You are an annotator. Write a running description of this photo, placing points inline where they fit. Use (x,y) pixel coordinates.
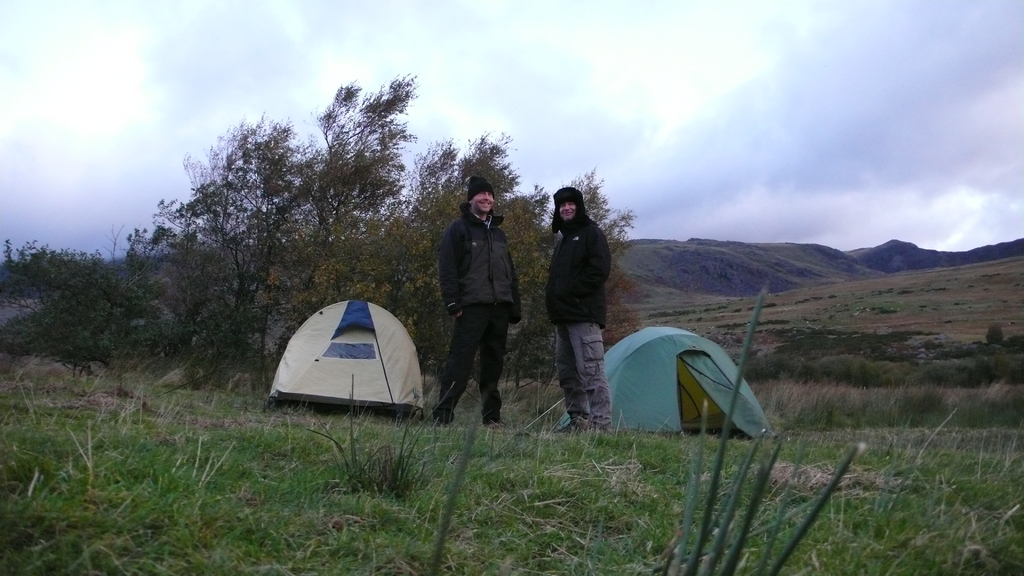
In this picture, we can see two persons (588,402), and we can see the ground (503,477) with grass (308,480), plants (369,483), trees (266,313), tents (624,363), mountains (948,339), and the sky (568,181) with clouds (416,120).
